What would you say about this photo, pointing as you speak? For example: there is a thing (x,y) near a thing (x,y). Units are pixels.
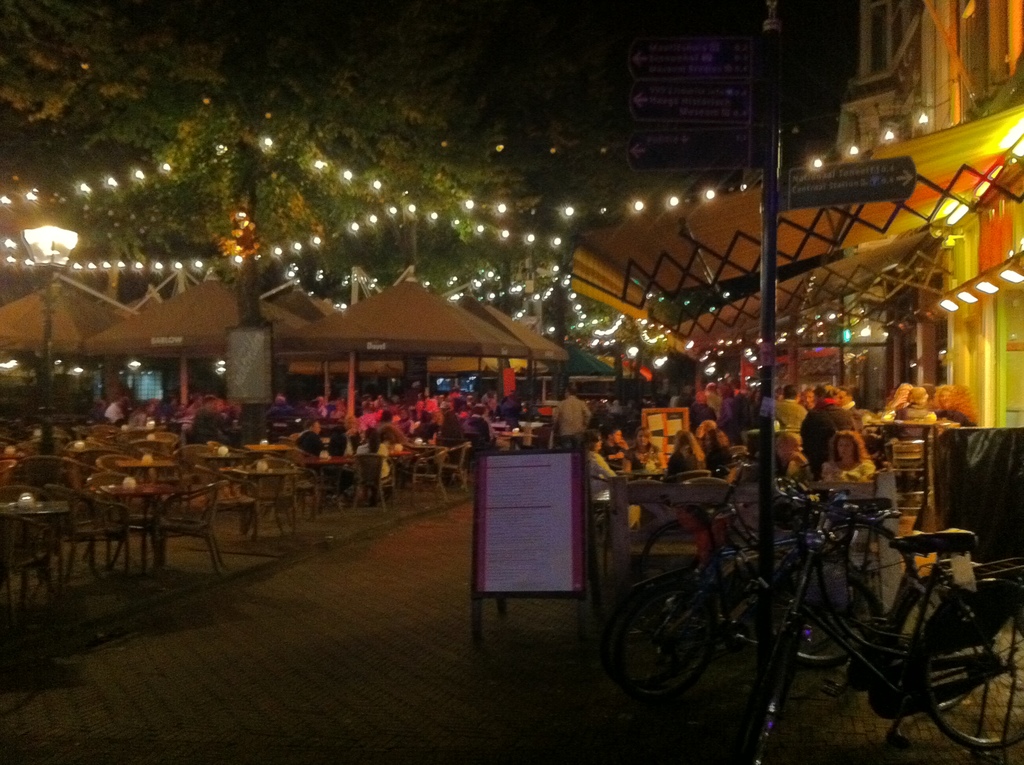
In this image we can see so many people (846,423), chairs (20,553), tables (159,460), boards (509,451), poles (761,458), building (946,283), lights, trees (403,252) and bicycles (806,529).
